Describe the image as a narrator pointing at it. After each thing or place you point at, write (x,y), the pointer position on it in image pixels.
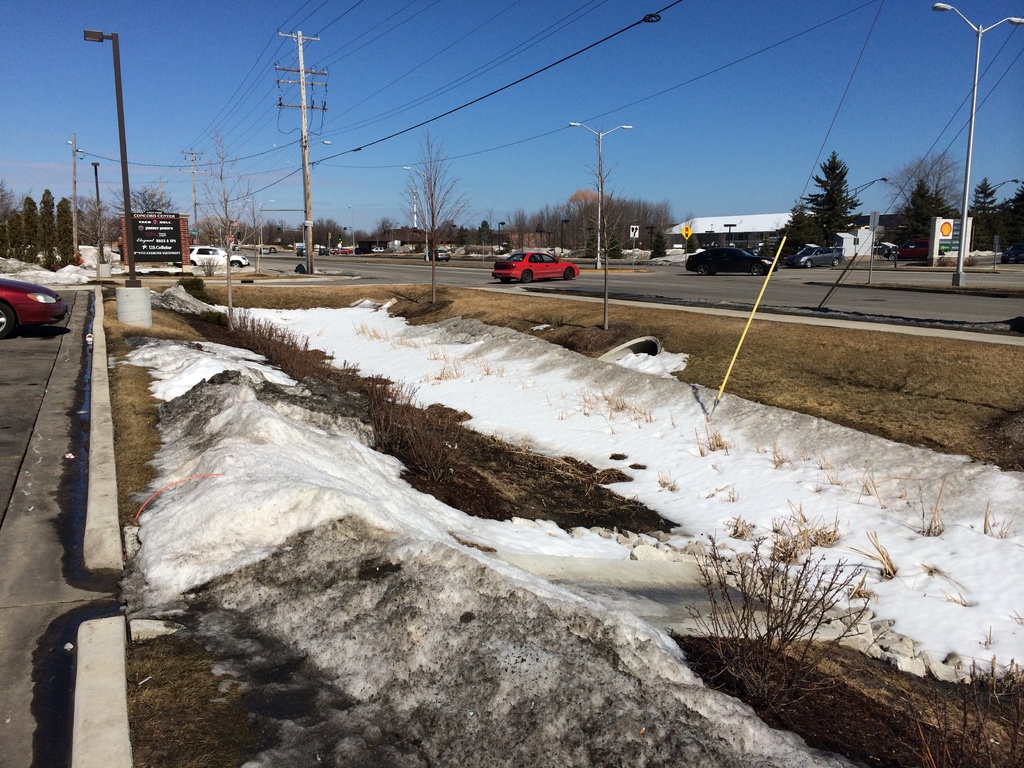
In this image we can see trees (109,231) and poles (975,100). At the bottom (782,521) there is snow (364,427) and we can see cars (549,255) on the road (621,283). There are boards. In the background (664,72) there is sky (480,83).
